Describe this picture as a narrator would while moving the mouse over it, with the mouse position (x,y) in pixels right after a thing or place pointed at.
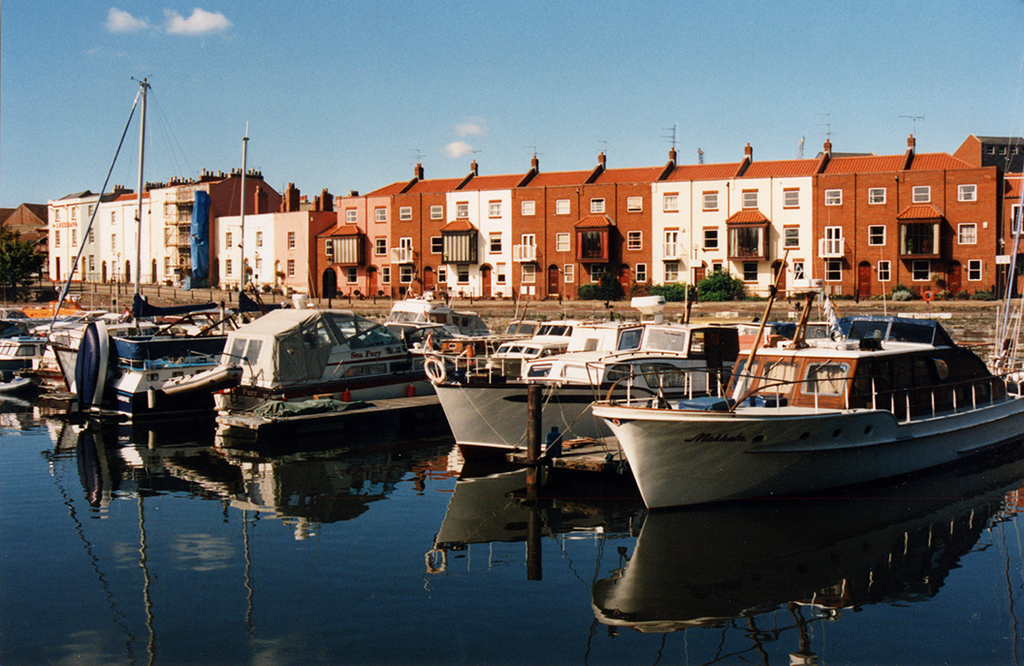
In this picture we can see boats (288,376) on the water (201,519), poles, tree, plants (742,287) and buildings (648,255). In the background of the image (702,109) we can see the sky (694,91).
